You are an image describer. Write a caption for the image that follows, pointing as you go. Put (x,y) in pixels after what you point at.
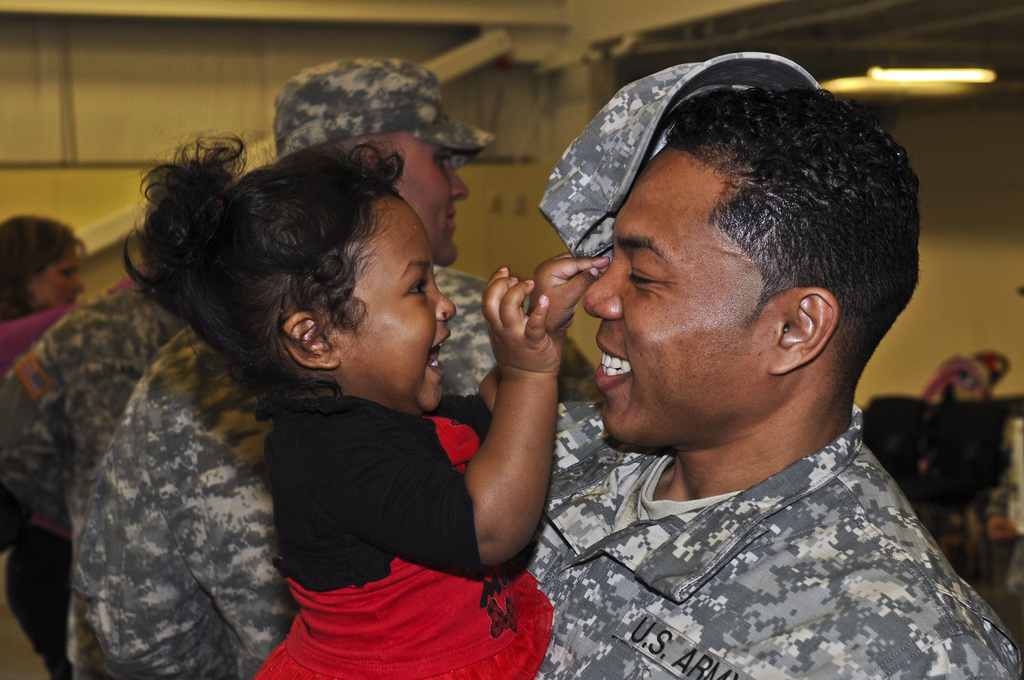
In this image I can see a man (571,568) is holding the girl (512,515), he is wearing an army dress (737,589), this girl (444,535) is wearing black and red color dress (417,533). Both of them are smiling, at the back side (129,448) there are few people (141,451). In the right hand side (958,73) top there is the light (965,72).
